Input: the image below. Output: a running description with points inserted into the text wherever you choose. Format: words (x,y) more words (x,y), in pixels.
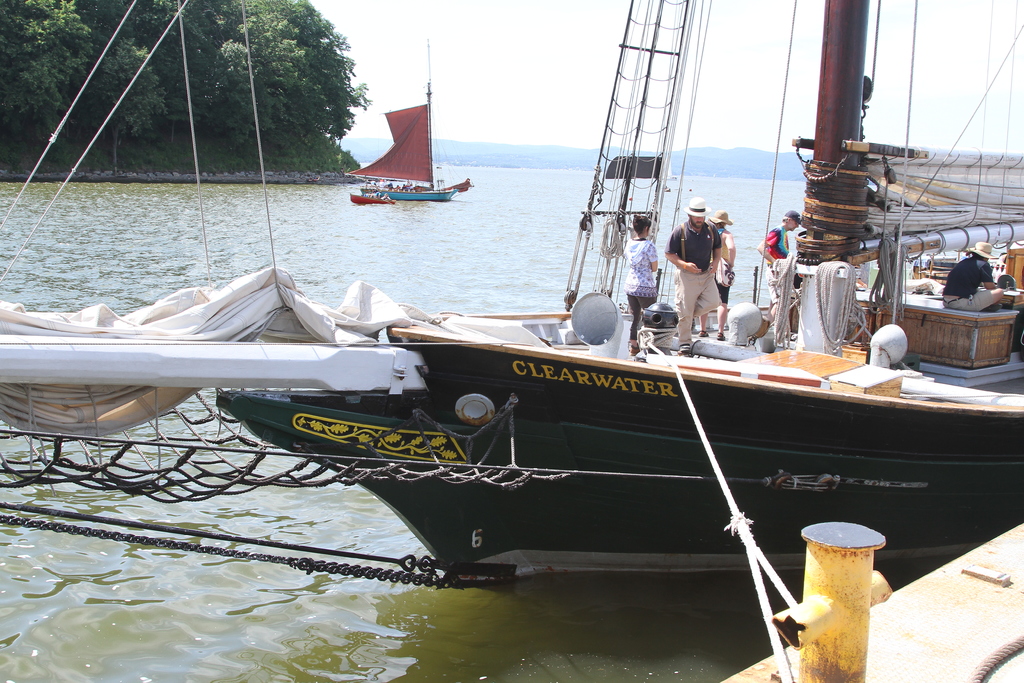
In this picture we can see boats (80,396) on water (147,579), here we can see people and in the background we can see trees (216,13), mountains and the sky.
